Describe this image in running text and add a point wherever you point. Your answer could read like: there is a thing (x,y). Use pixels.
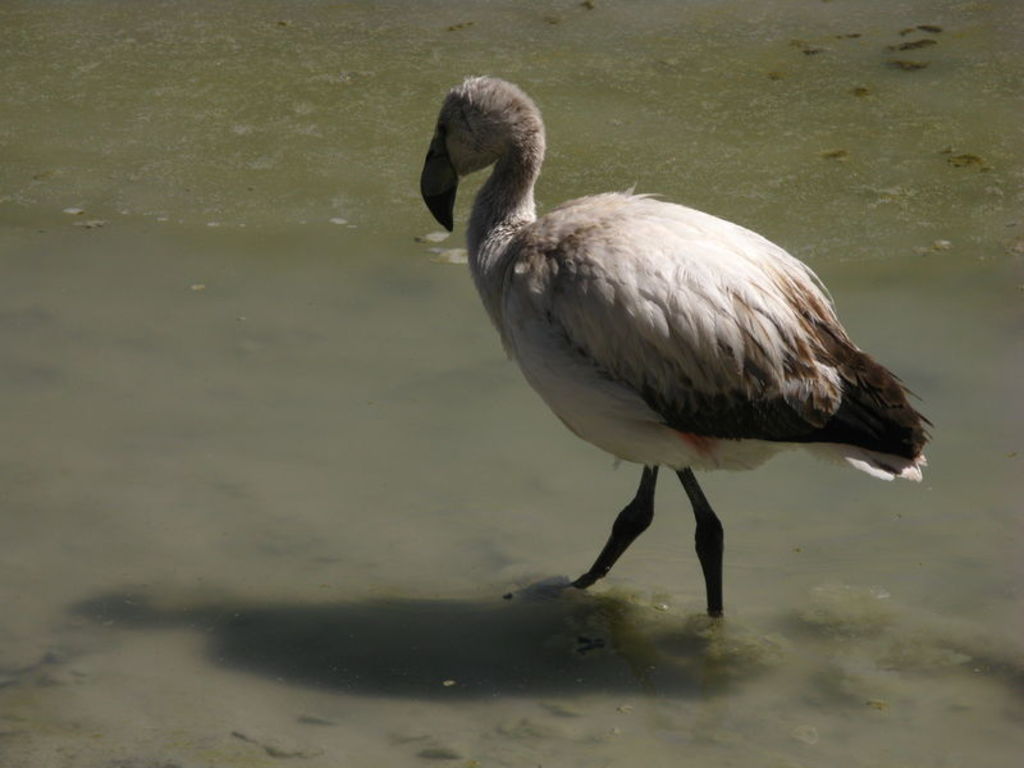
In the image there is a flamingo (505,265) walking in the water (509,545).
